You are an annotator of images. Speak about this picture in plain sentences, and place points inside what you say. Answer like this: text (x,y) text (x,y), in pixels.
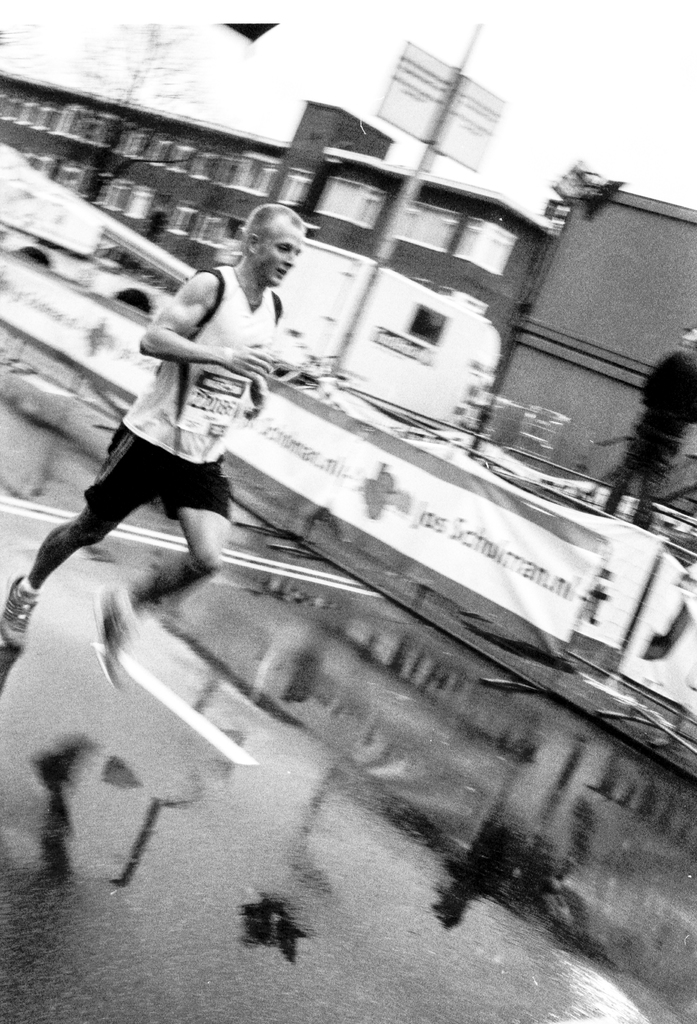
In this image we can see two persons (245,419), one of them is running on the road (132,673), there is a banner (233,450) with some text (561,589) on it, there is a building (444,268), windows (127,188), there is a board (409,122), also we can see vehicles (334,326), and the sky (528,128).
